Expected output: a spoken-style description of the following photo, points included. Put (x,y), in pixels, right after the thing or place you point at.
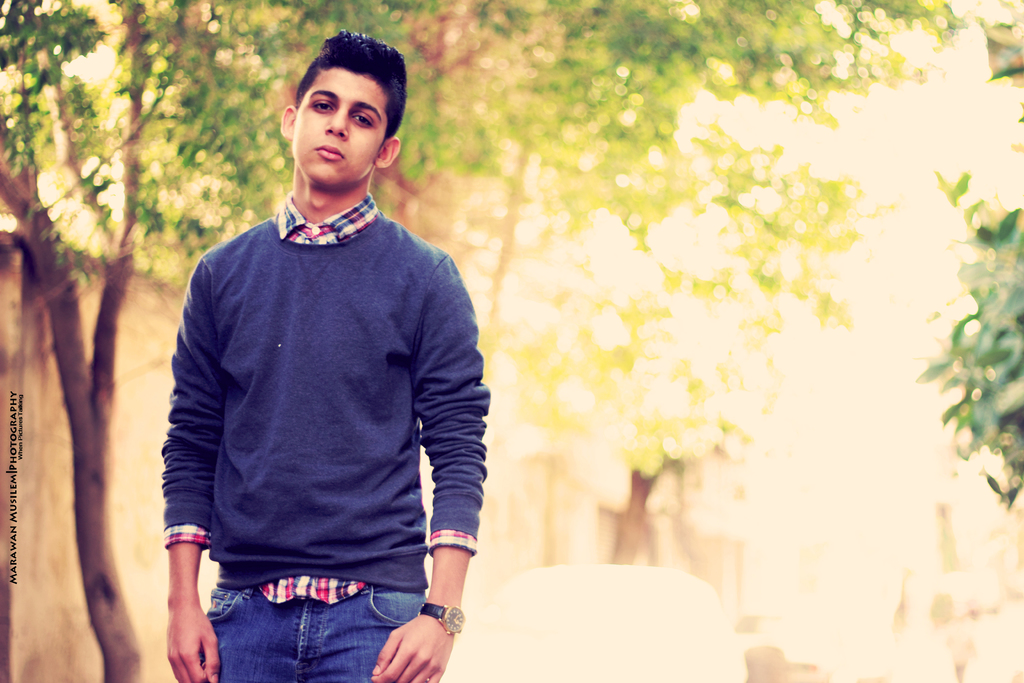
In the picture we can see a boy (427,618) standing and giving a pose to the camera and he is with blue T-shirt (296,327) and behind him we can see a tree (75,121) near the wall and in the background (671,456) also we can see some trees (682,468) which are not clearly visible.
